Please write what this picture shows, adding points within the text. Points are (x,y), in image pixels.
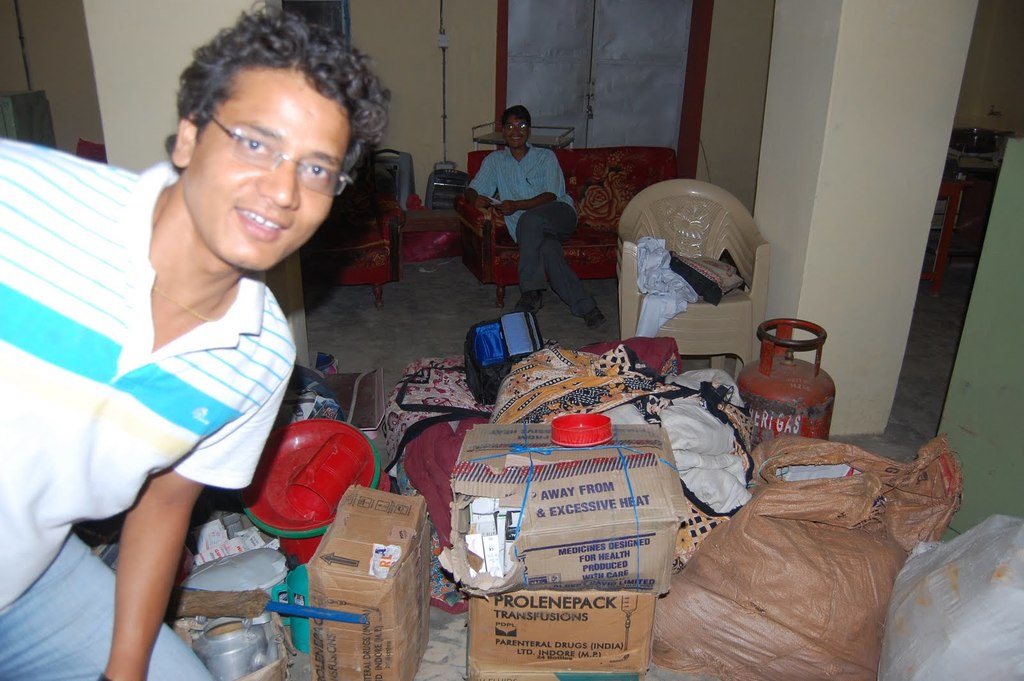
On the left side of the image (156,312) we can see a person (201,334). In the center of the image (651,280) there is a cylinder (765,410), chairs (636,289), bag (482,342), clothes (579,396), objects (491,509) and kettle (228,644). In the background (507,170) there is a person (507,170) sitting on the sofa (505,237), door (532,76), wall (484,76), switch board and a window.
